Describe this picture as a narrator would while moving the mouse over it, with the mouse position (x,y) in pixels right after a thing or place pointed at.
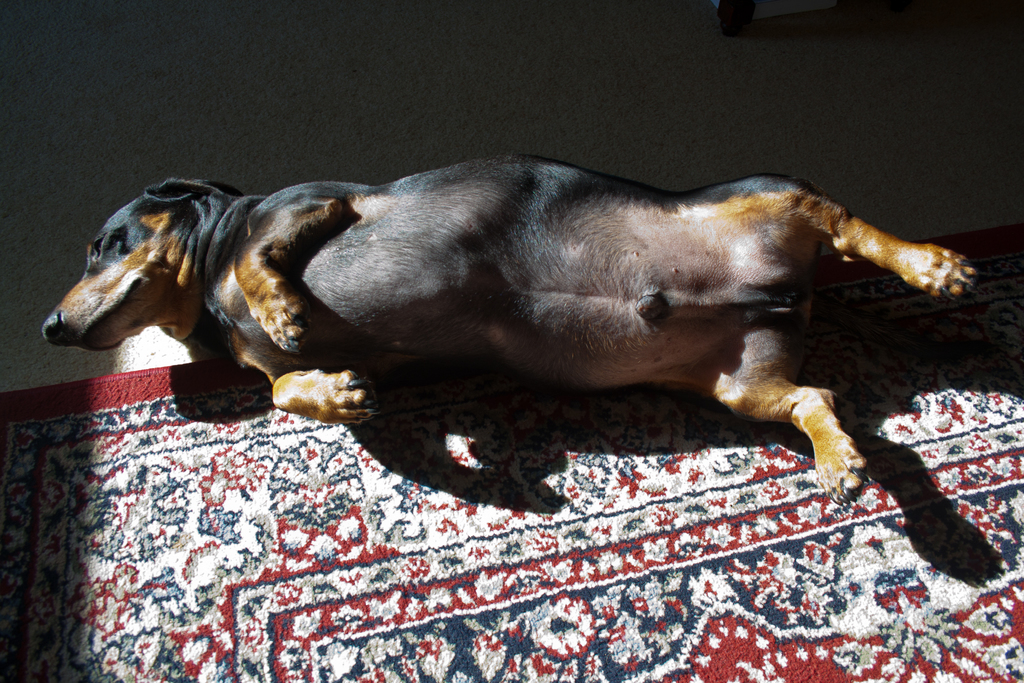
This is the picture of a dog (51,339) which is laying on the floor mat (671,599).
